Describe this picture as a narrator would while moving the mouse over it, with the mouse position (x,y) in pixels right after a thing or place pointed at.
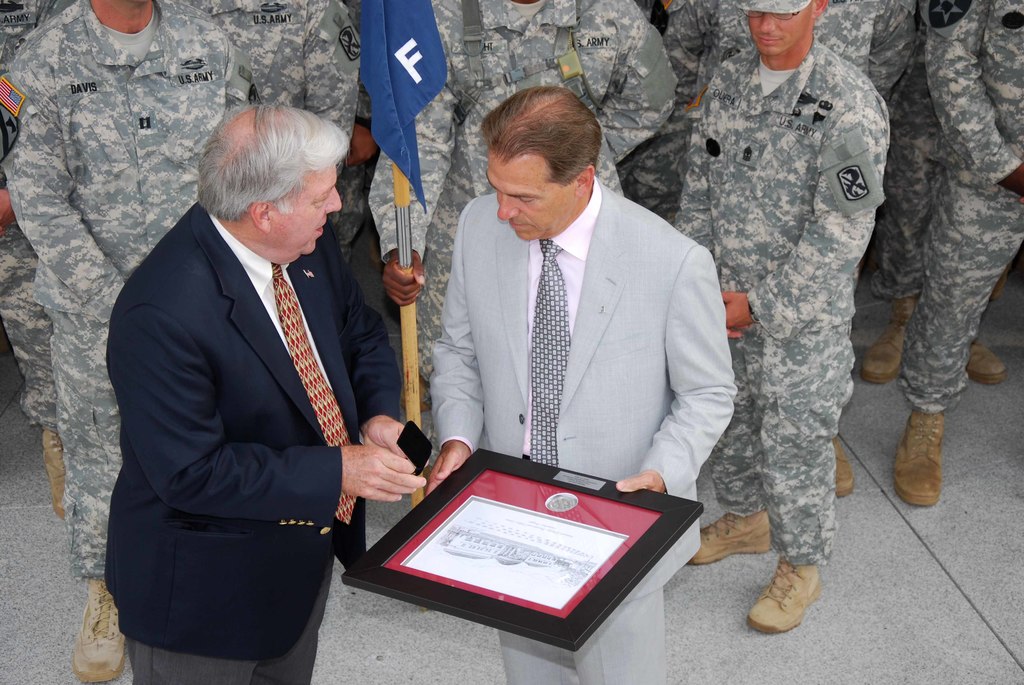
In the middle of the image (502,276) two persons (219,494) are standing and holding a frame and mobile phone (414,444). Behind them few people (1018,4) are standing and holding a flag (389,112).
